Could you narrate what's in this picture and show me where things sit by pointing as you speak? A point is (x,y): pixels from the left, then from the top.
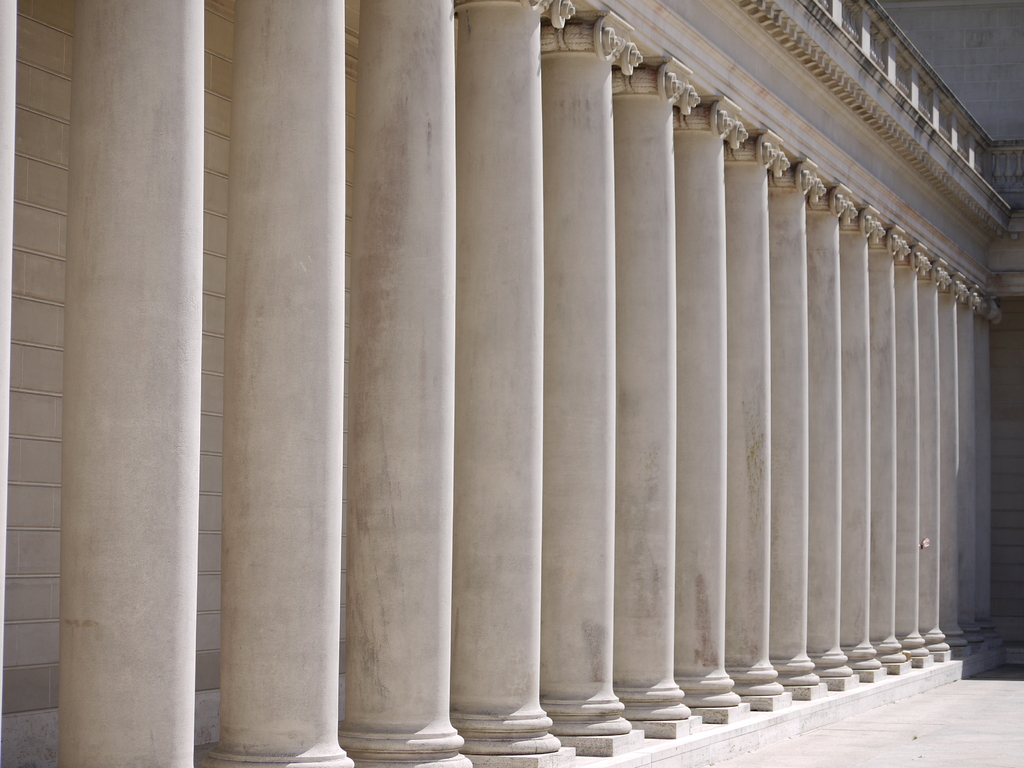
In this image, we can see pillars (575,553), walls (30,482) and walkway (1005,763). On the right side (939,291) top of the image (928,131), we can see carvings (965,286).
